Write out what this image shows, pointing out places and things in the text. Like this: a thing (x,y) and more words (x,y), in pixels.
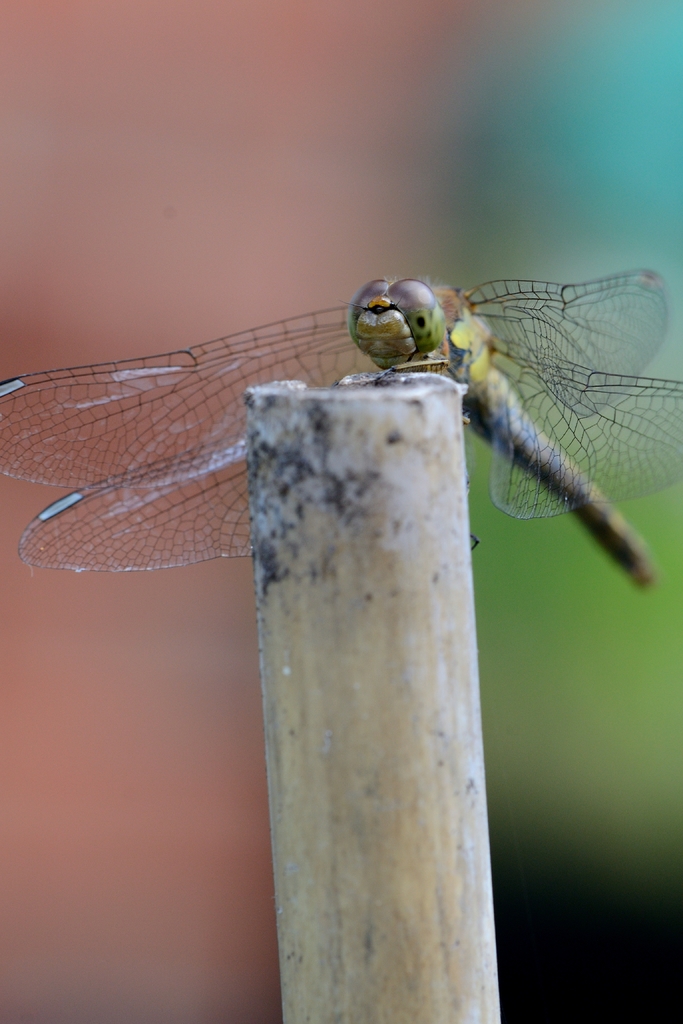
In this picture we can see a dragonfly (159,398).
